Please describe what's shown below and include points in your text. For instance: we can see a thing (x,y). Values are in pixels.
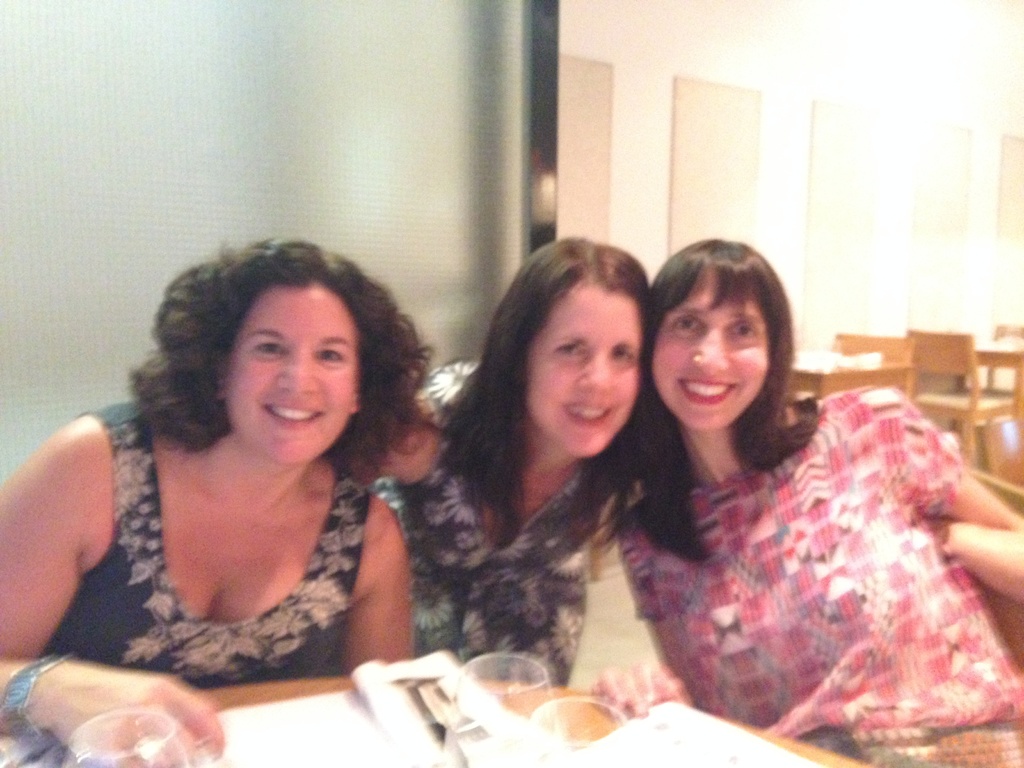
In this image I can see the people (468,587) sitting in -front of the table (249,686). These people (334,654) are wearing the different color dresses (799,470) and they are smiling. On the table (238,734) I can see some papers (308,735) and glasses (460,734). In the back (836,350) there are few more tables (824,385) and chairs (893,351). And I can also see the white background (714,43).
